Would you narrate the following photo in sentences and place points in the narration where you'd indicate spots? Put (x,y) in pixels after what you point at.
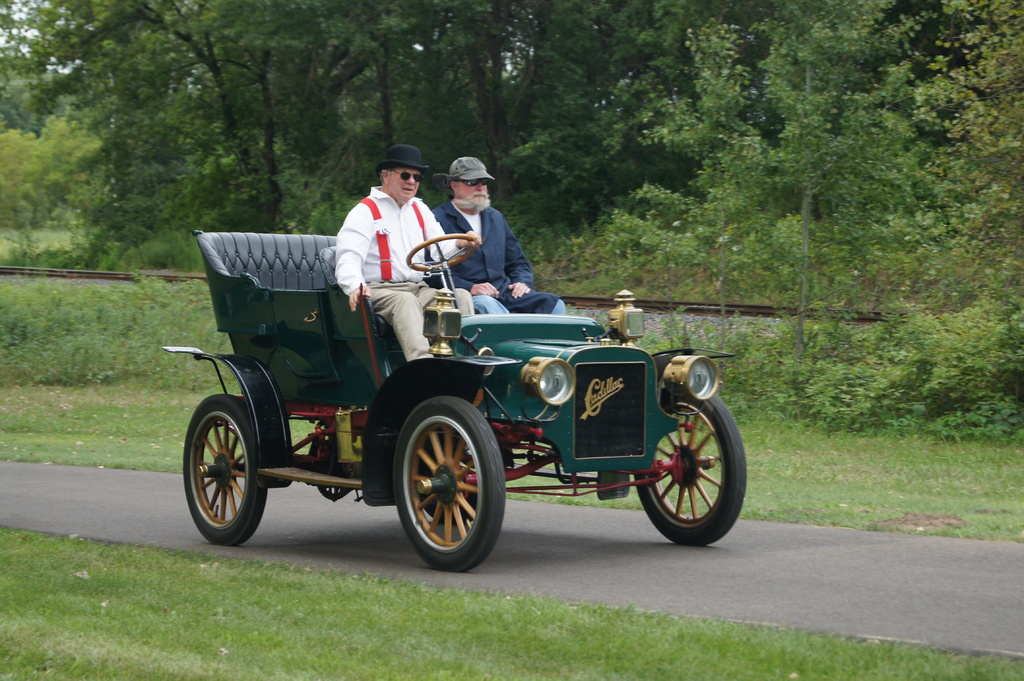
This picture shows two men (479,248) moving in a car (421,382) on the road (127,508) we see trees (390,139) around.
